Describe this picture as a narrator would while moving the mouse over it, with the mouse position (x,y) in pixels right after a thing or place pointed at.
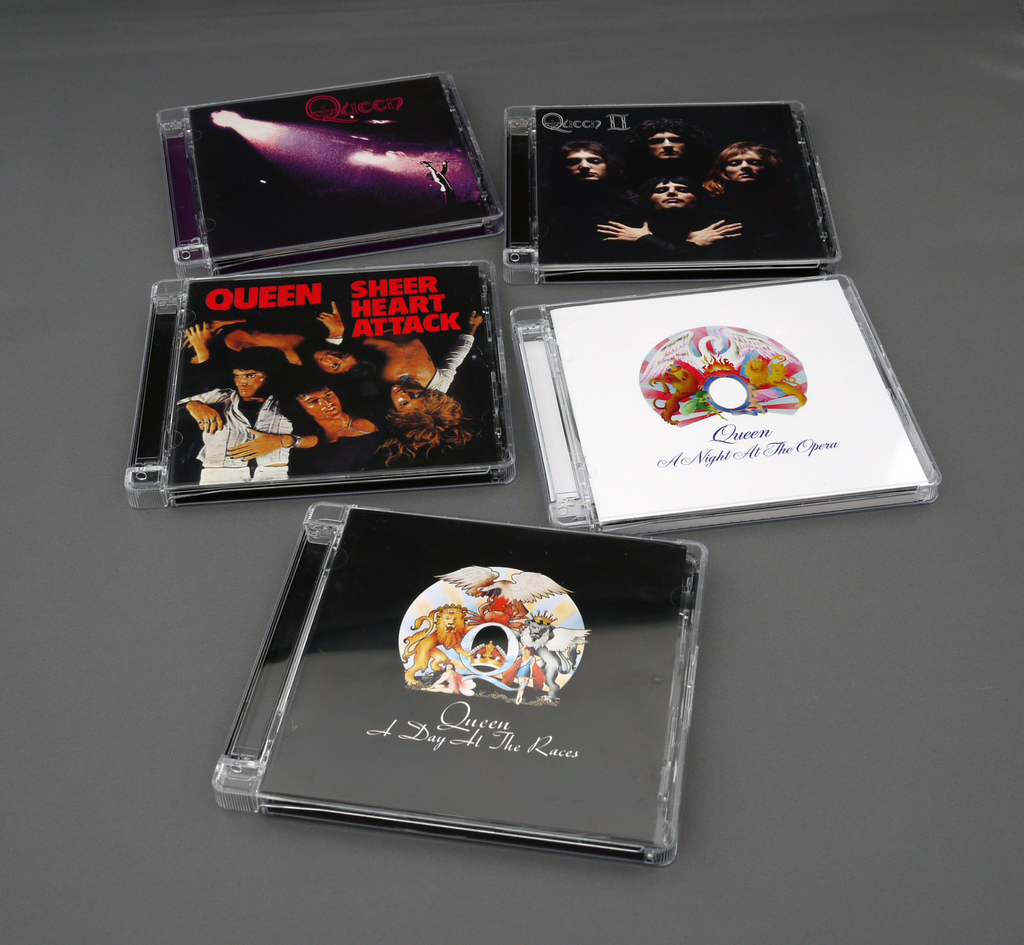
In this image I can see five CD cases (591,456). On these I can see some album covers (545,602). Four are in black color and one is in white color.
